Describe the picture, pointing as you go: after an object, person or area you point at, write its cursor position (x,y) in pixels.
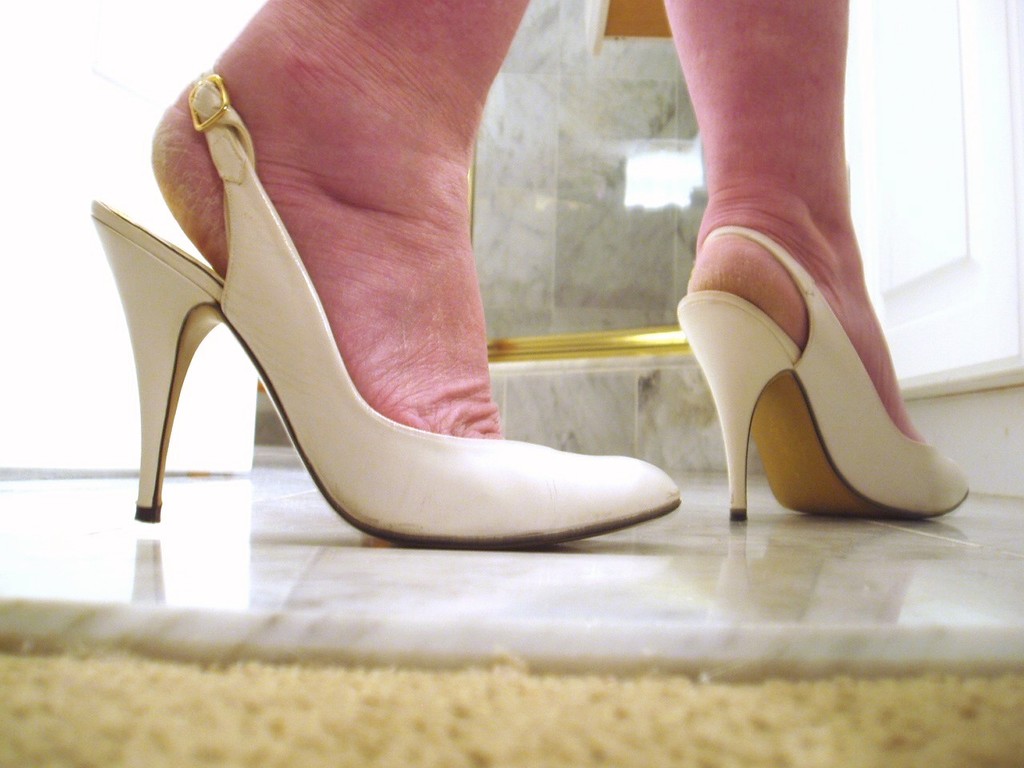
In the center of the image (431,256) we can see a person legs (441,359) and wearing heels (402,423). In the background of the image (175,37) we can see wall (651,189), glass (606,175), door (948,221). At the bottom of the image (530,607) there is a floor (572,589).
